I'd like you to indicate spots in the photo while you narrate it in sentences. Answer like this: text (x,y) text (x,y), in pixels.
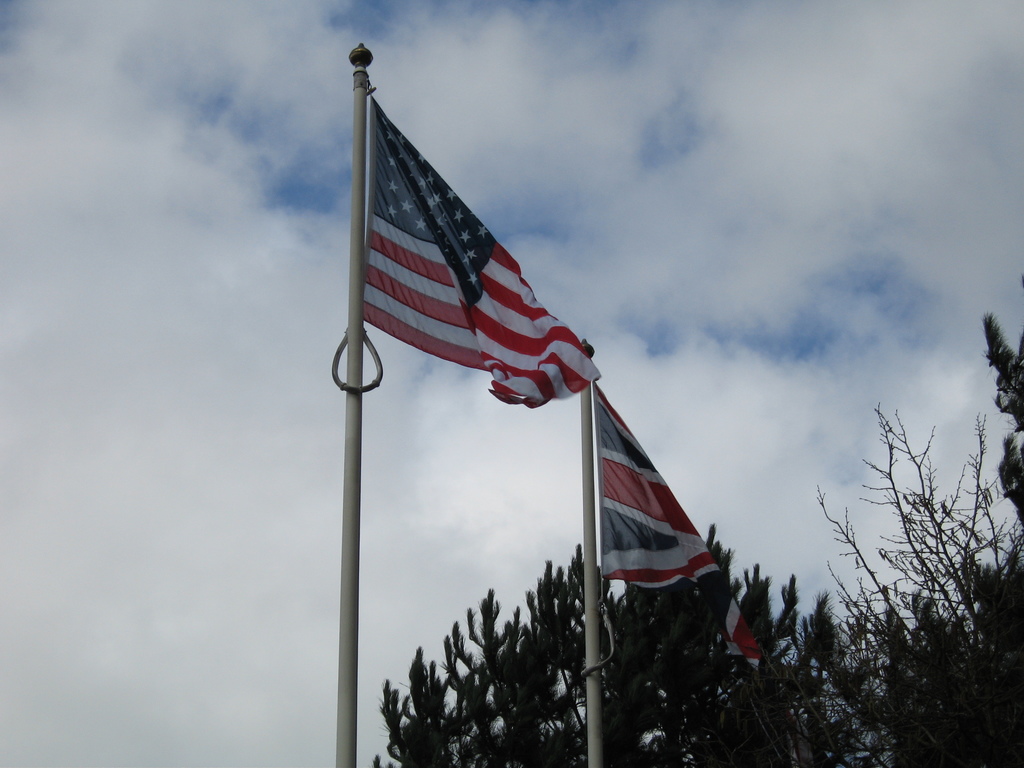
In this image I can see two white colored poles (595,615) and flags (518,343) attached to the poles (591,480). In the background (506,620) I can see few trees (956,672) and the sky (713,262).
